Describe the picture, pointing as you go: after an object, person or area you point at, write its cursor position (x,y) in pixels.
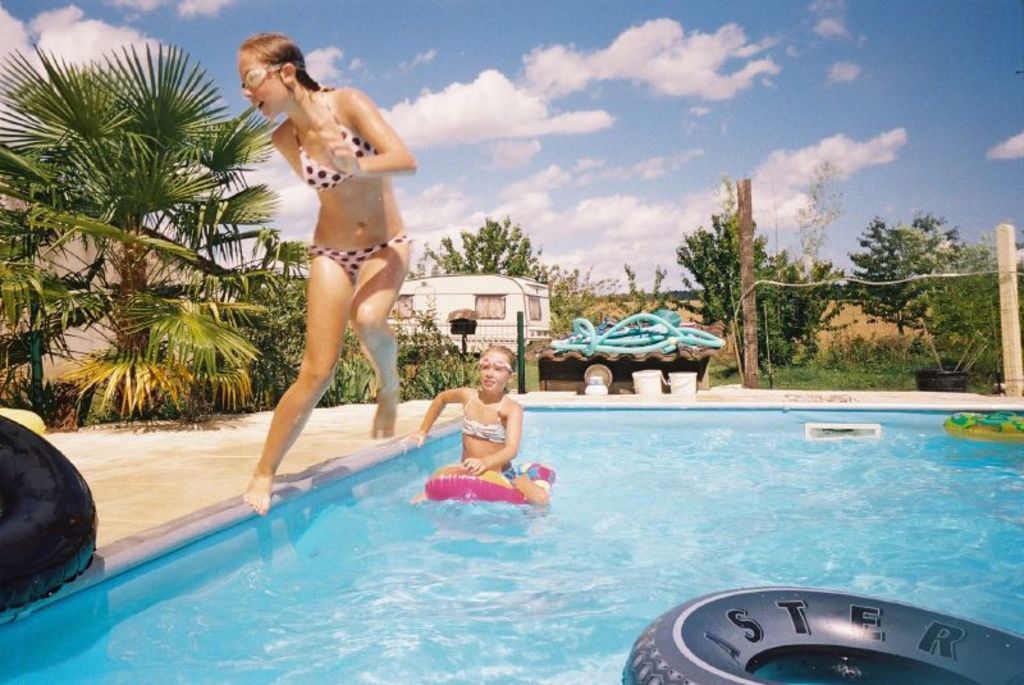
In this image, we can see a few people (478,448). We can see the ground (726,389) with some objects (35,506). We can see some water (536,556) with some objects (967,419) like tubes (967,419). We can see some pipes (637,340), buckets (675,387). We can see some wooden poles (1015,307). There are a few trees (12,273), plants (777,327). We can see some grass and the wall (675,365). We can see the sky (645,147) with clouds (631,194).
